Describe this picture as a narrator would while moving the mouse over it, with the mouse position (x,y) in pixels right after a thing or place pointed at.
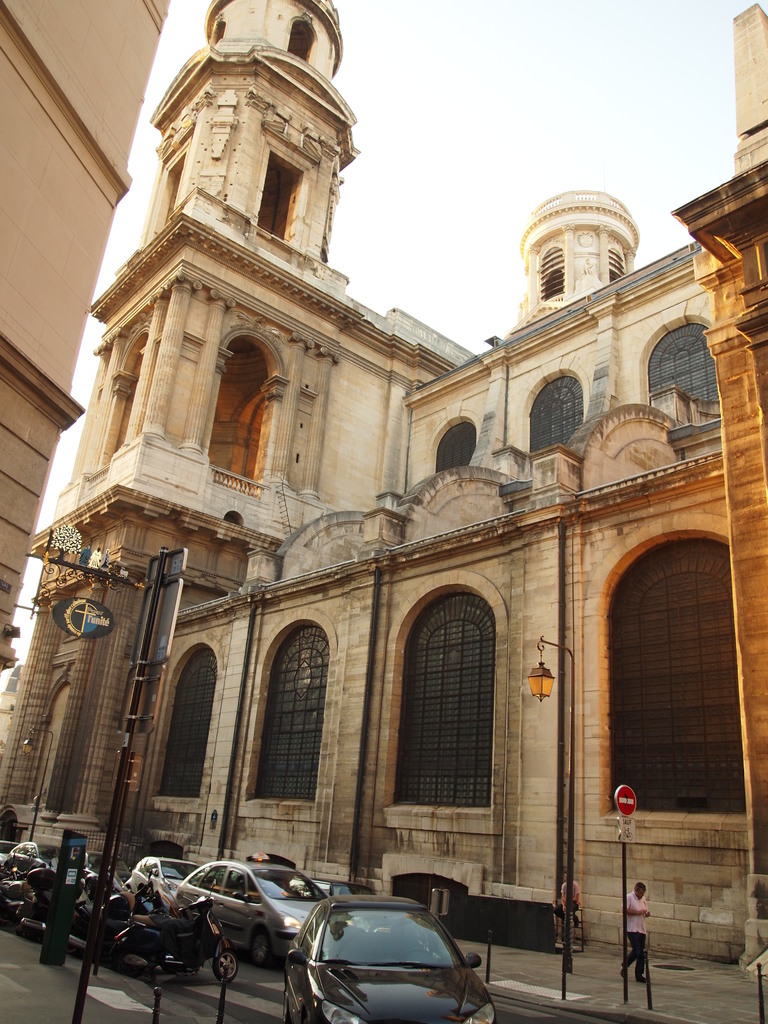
In the foreground of the picture (263,915) there are cars (408,939), motorbikes (179,920), sign boards (161,633), people (571,926) and road (257,969). In the center of the picture (336,574) there are buildings (568,477). Sky (502,139) is cloudy.
